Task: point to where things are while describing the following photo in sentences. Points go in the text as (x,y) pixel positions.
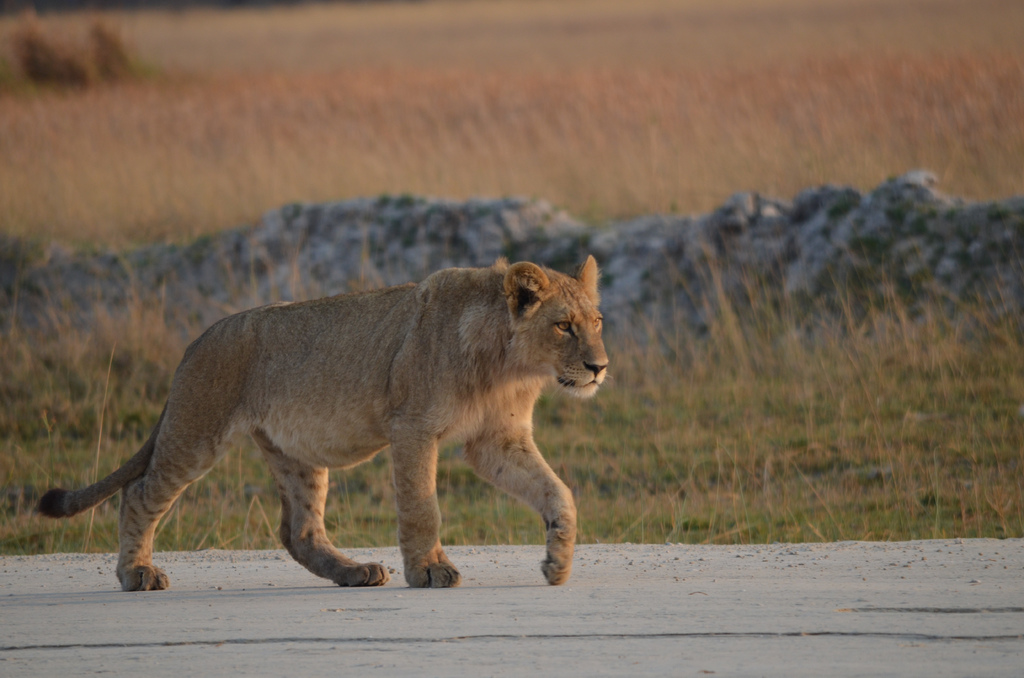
This picture contains lion (497,324) which is walking on the road (313,666). Beside that, we see grass (722,380) and rocks (837,249). In the background (605,213), we see dry grass (622,97) and it is blurred. This picture might be clicked in a zoo.
